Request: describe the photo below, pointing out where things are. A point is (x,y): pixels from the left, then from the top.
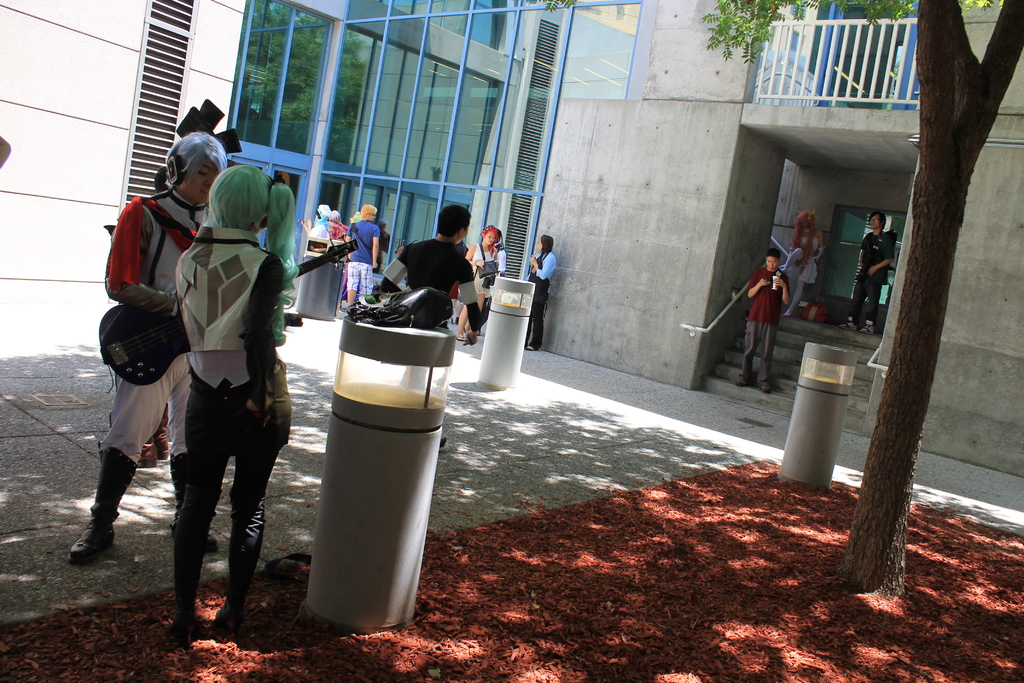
On the right side (902,383) there is a tree (924,391). Also there are poles (368,327). There are many people (275,253). And a person (191,212) is wearing headphones (175,174) and guitar (162,349). And there is a building (375,61) with glass wall (462,95), steps (795,351) and railing (826,79).
